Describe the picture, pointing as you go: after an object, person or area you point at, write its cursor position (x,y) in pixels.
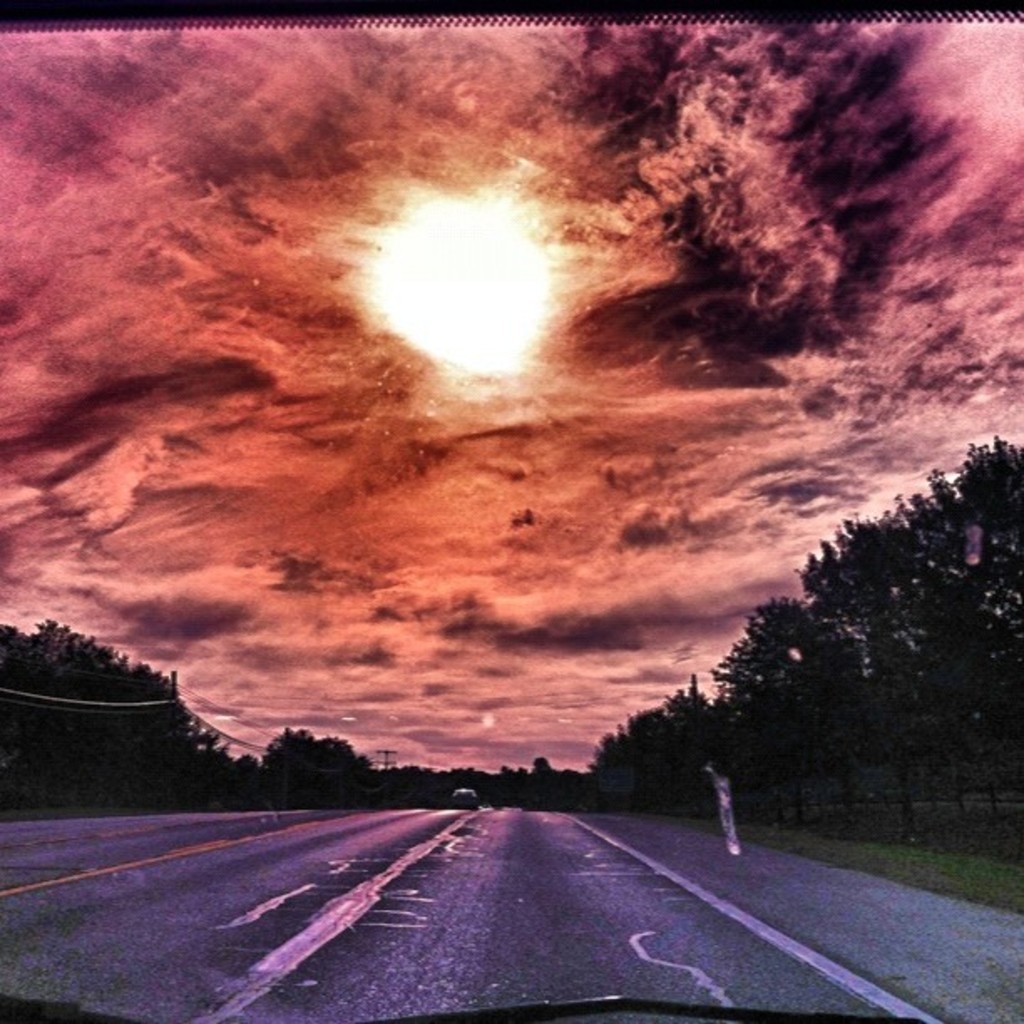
In front of the image there is some object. There is a car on the road (445,855). Beside the road (349,816) there are electrical poles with cables (1,691) and trees (986,644). There is grass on the surface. At the top of the image (556,245) there is a sun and clouds (405,391) in the sky (522,238).
